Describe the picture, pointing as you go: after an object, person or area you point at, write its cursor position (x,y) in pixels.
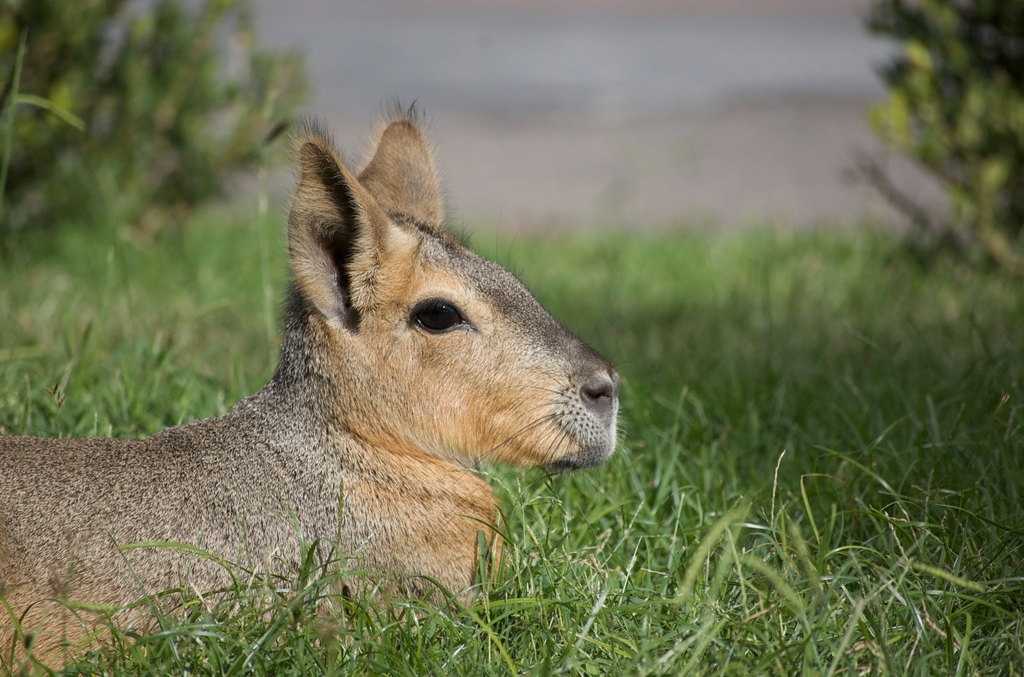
In this image we can see an animal (509,407) on the grass (724,299) and there are few plants (93,97) and the background (461,111) image is blurred.
